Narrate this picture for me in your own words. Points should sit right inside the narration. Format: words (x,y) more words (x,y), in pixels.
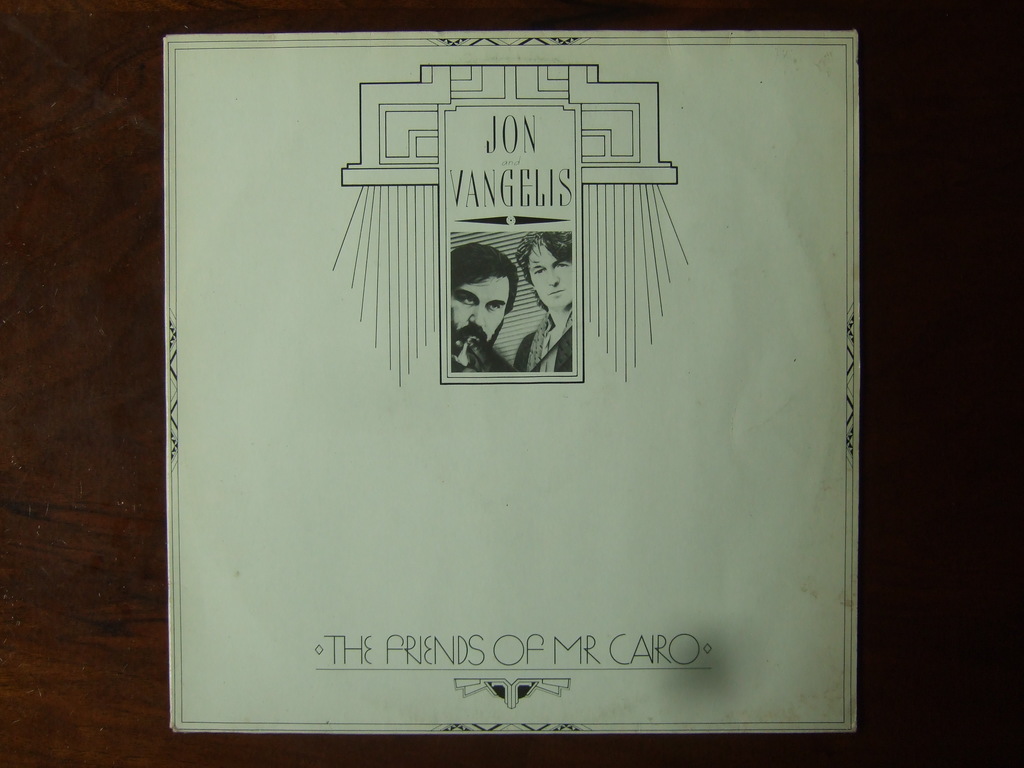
In this image there is a table (93,454). On top of it there is a paper (534,546) with pictures (524,295) of people (486,323) and some text (540,653) on it.
